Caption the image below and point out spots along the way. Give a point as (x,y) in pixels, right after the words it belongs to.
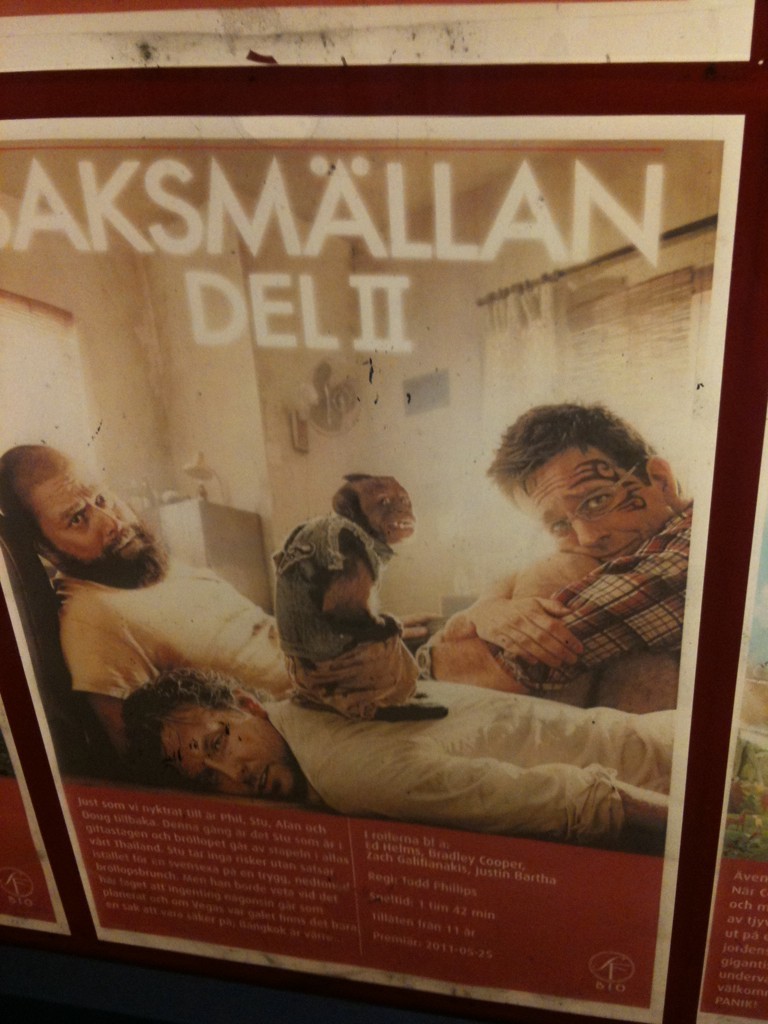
In this picture we can see a wall poster (281,837) here, in this poster (249,770) we can see three men (484,740), a wall (456,466) and some text (305,878).
